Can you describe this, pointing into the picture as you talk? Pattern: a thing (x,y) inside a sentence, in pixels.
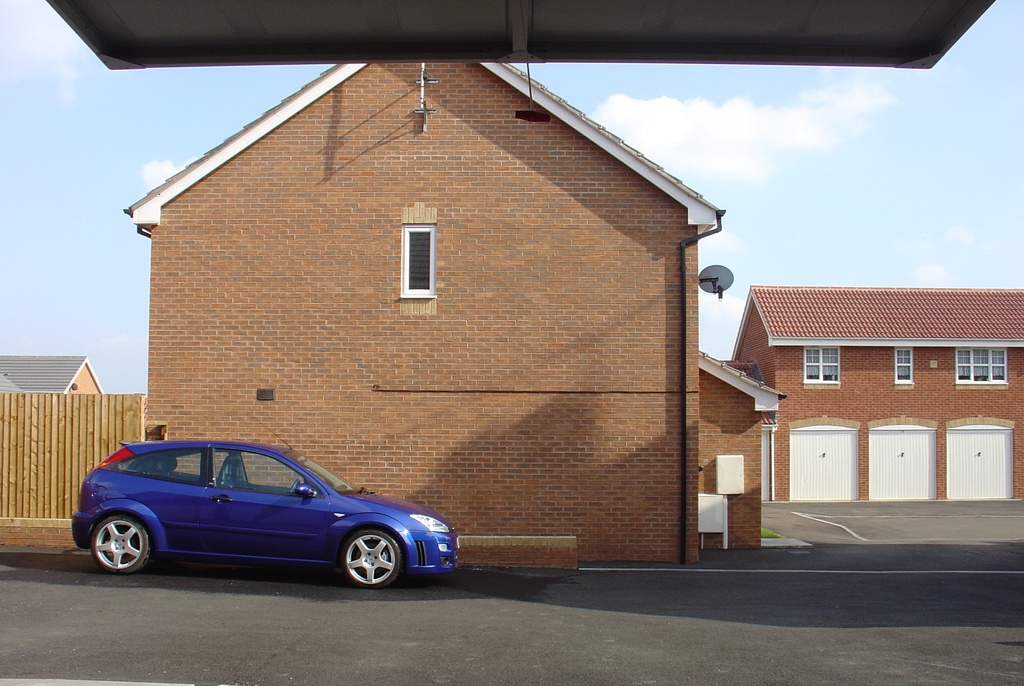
In this image I can see the road (453,622), a car (241,557) which is blue in color on the road (455,646) and few buildings (426,357) which are brown and white in color, few windows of the buildings (860,378), an antenna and in the background (817,203) I can see the sky (754,177).
